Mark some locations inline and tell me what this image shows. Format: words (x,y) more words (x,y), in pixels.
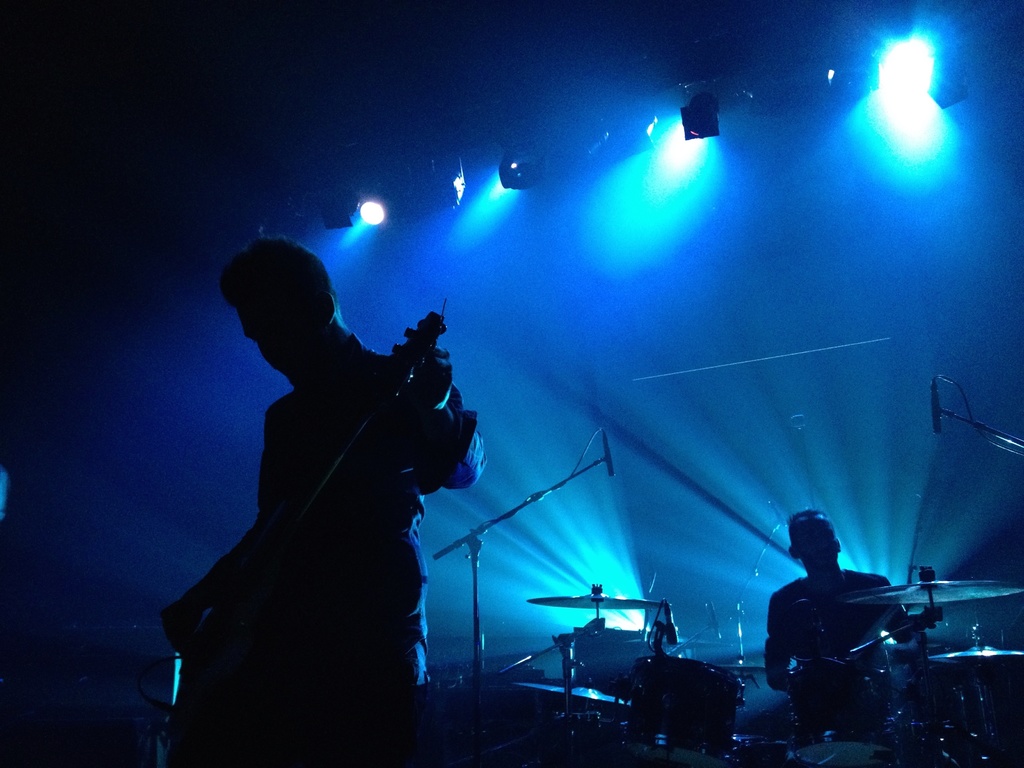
In this image, we can see a person (302,550) is holding a musical instrument (404,381). Background (102,551) there is a dark view (992,370). Here we can see few lights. Right side (823,572) bottom, we can see a person (823,590) and musical instrument (804,672).
